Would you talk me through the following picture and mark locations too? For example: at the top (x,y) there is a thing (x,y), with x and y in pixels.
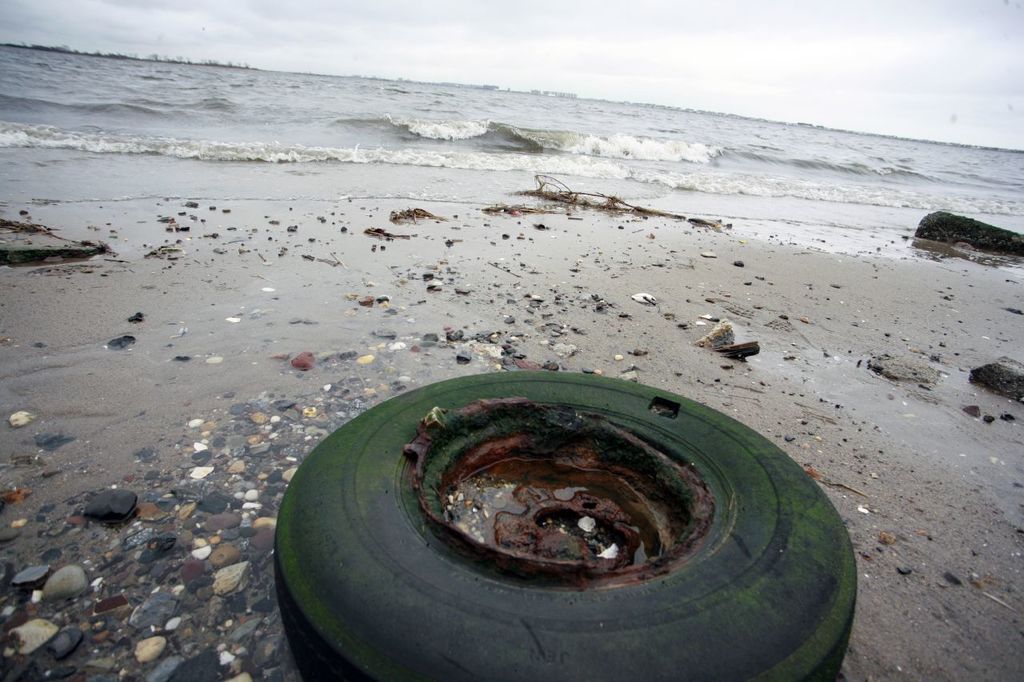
In this image I can see at the bottom (555,527) there is the rusted iron (561,508) with water (640,511). At the back side (555,158) there is the sea (577,155), at the top (585,37) it is the sky (636,34).
